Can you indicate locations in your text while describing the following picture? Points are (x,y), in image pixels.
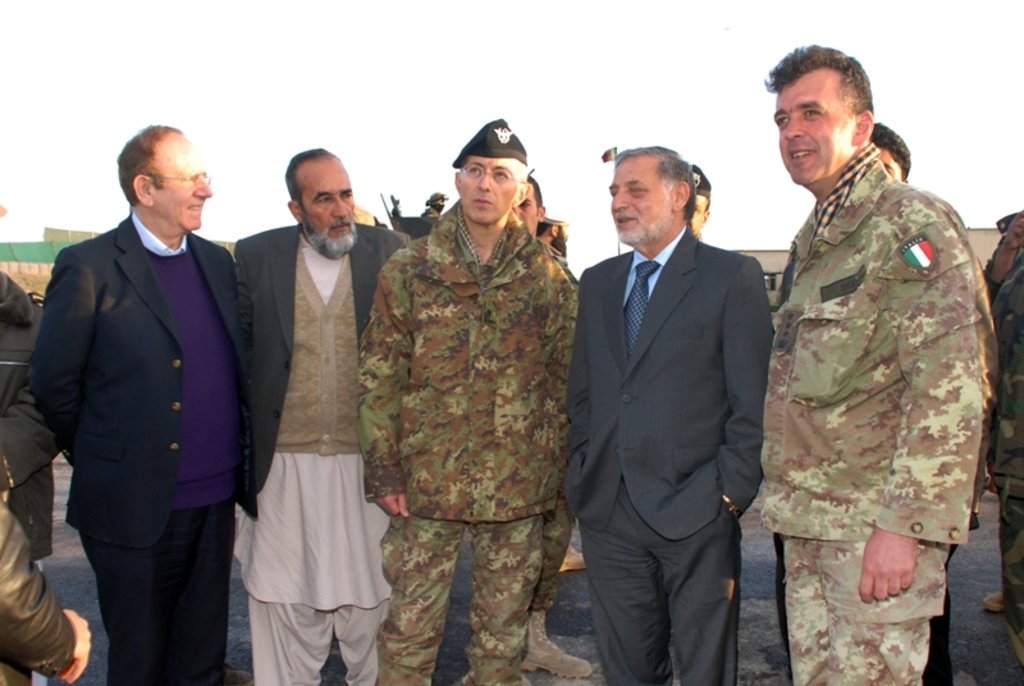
In this image, we can see a group of people (395,281) standing on the road (985,642). On the right side (1000,437), we can also see a group of people (960,287) standing on the road (69,550). On the left side (83,660), we can also see a hand (72,624) of a person (2,293), we can also see another person hand (79,668). In the background (61,236), we can see some buildings (79,235), tent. At the top (766,138), we can see a sky (754,74).
